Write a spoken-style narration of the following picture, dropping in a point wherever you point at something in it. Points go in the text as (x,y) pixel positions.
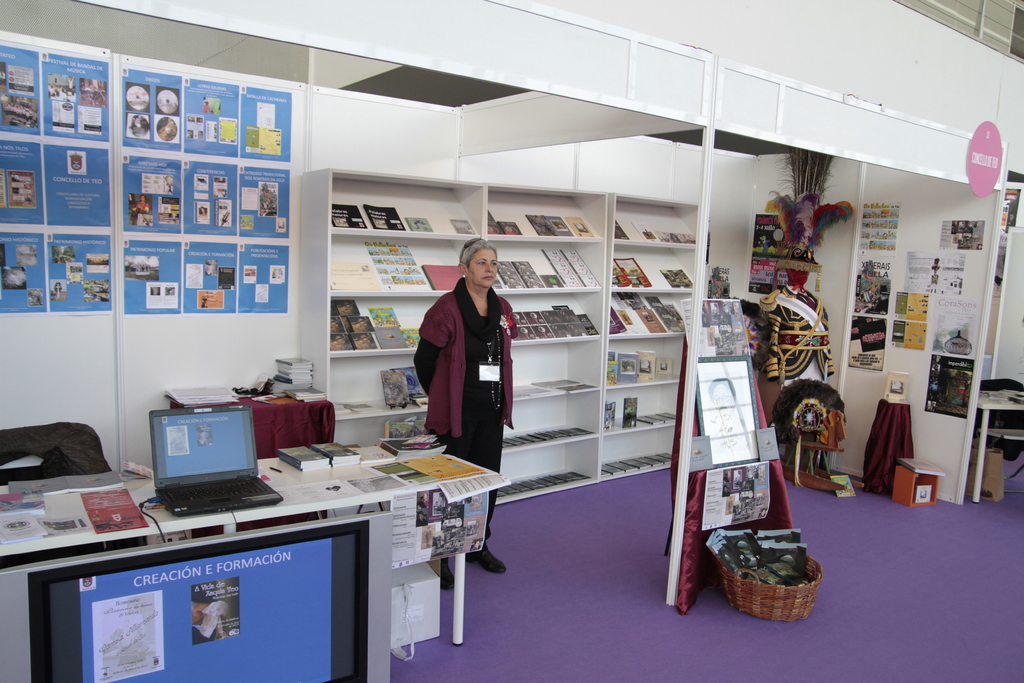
In this image we can see a woman (488,410) standing. We can see books (336,460), laptop (244,482) and papers (458,479) on the table (327,469). In the background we can see shelves (584,268).
